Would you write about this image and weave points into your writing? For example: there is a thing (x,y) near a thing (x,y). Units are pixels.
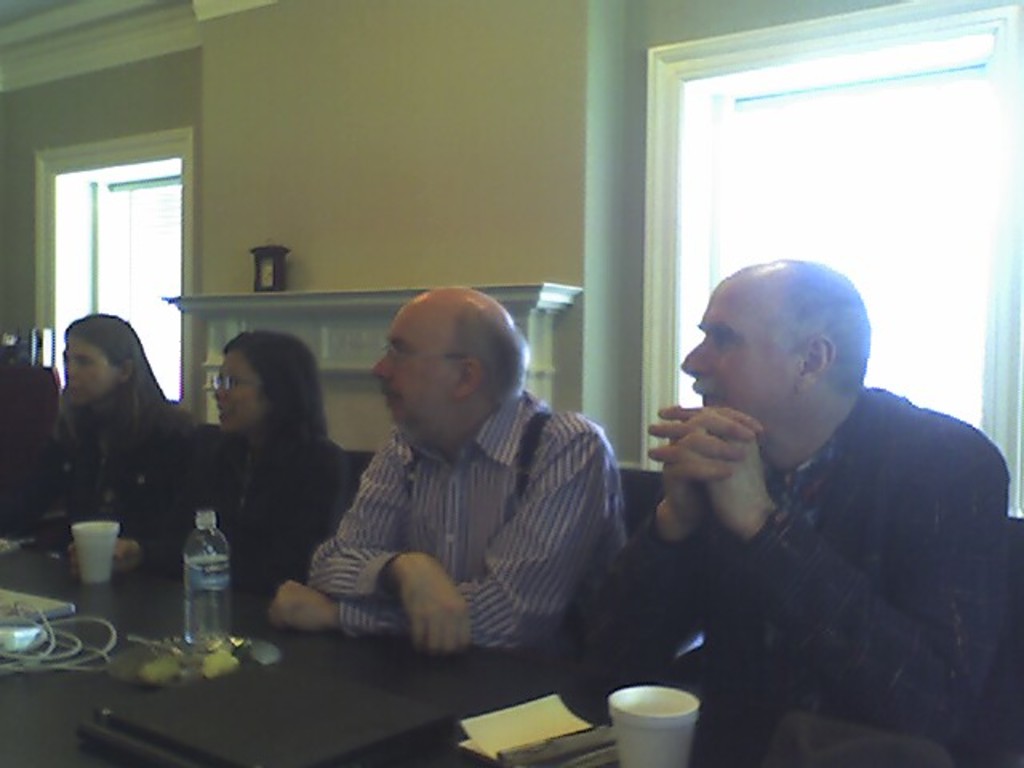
In this picture we can see four people (186,491) two men (398,502) and two women (159,486) sitting in front of a table (246,658), table (394,674) consist of an water bottle (215,600) and cup (114,544), in the background (354,395) we can see a wall (399,157) and a window (765,129) in front of this man (646,631) we can see some papers (539,716) and some book (369,736).
